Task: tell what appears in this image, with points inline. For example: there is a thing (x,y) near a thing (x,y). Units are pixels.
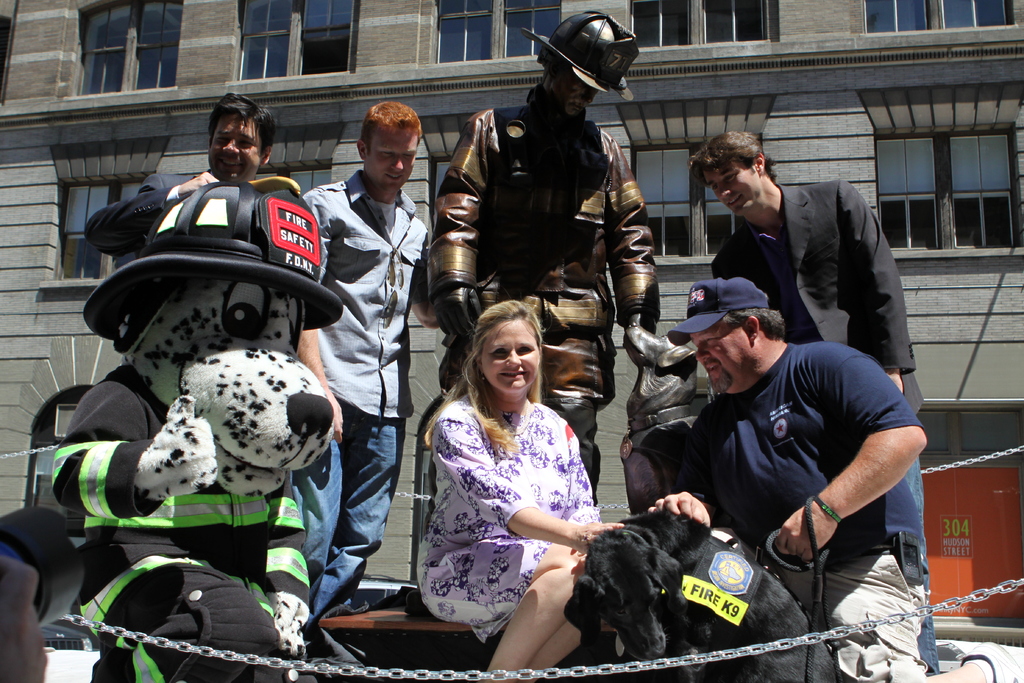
In this picture we can see a group of people (342,547), statue (522,252), cap (543,51), chains (702,654), dog (752,589) and some objects (190,378) and in the background (144,82) we can see a building (709,59) with windows (148,61).
